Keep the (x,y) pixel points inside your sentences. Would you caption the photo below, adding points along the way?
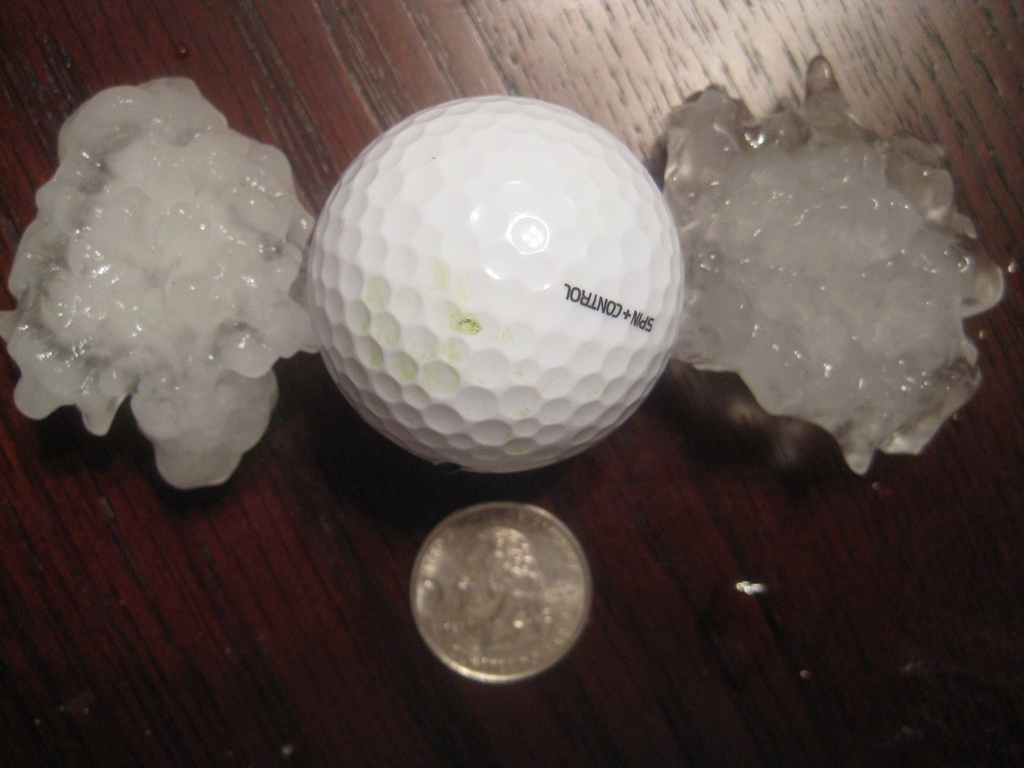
In this image we can see a golf ball (457,367), coin (452,577) and some items (214,260) which are on wooden surface (355,442).
